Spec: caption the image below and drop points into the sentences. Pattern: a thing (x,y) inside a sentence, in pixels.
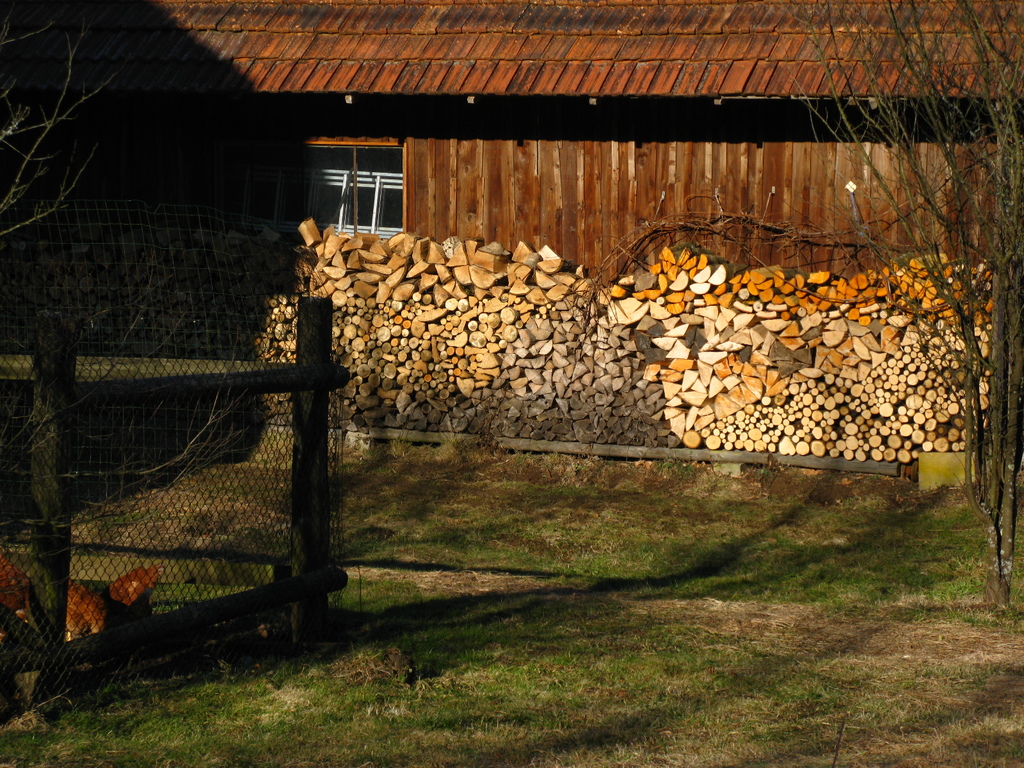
In this picture there is a building (85,57) and there are trees (957,333) and there are logs (611,312). On the left side of the image (84,615) there is an animal (84,615) behind the fence (46,504). At the bottom (522,656) there is grass (620,638) and ground (782,643).
